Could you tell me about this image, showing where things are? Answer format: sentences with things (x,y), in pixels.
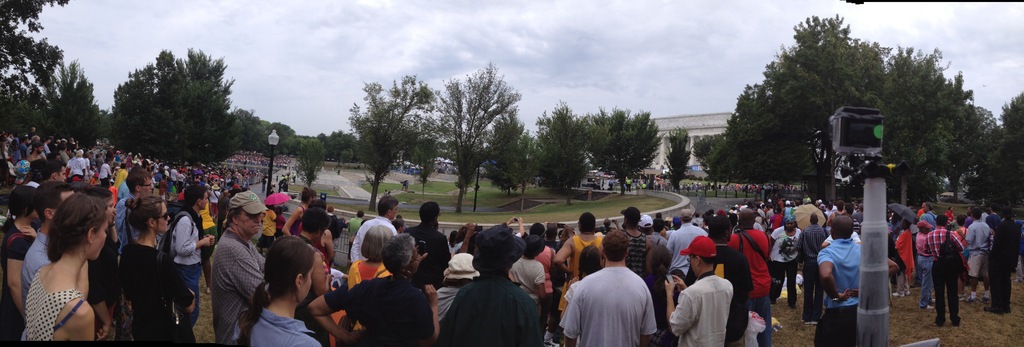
In this picture we can see a group of people (968,226) standing on the ground (967,316), trees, poles (271,157), grass (554,210), building (692,120) and some objects (777,323) and in the background (672,42) we can see the sky (590,15) with clouds (376,76).
